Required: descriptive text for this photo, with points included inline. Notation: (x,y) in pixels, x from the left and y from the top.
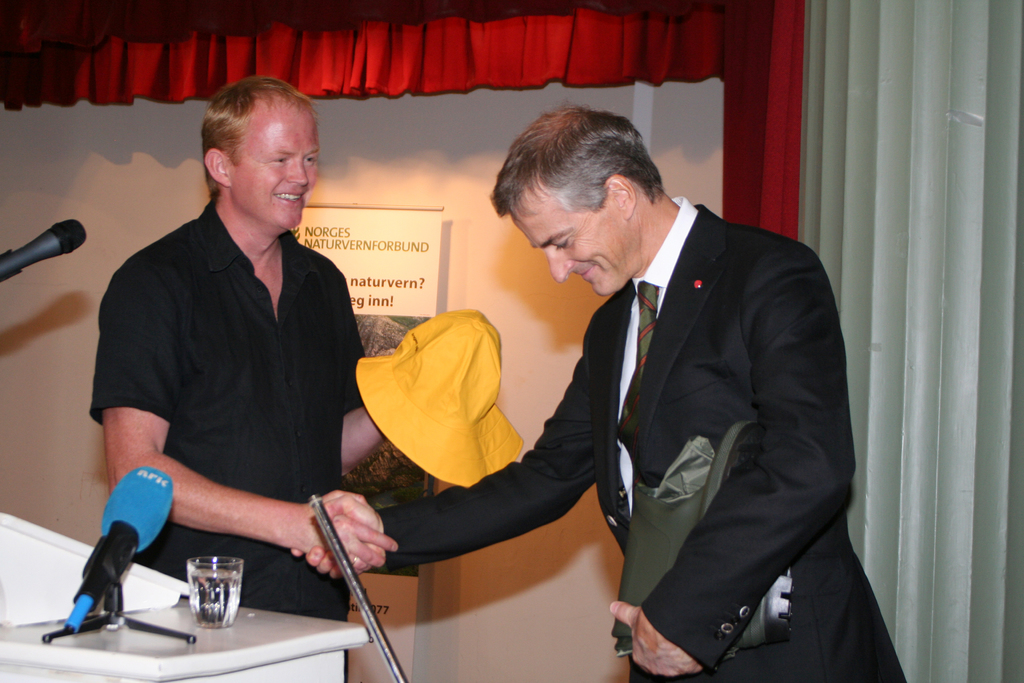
In this image there are two persons (297,361) in which one of them holds a cap (375,381) and the other is holding an object (630,568), there is a table (228,643), on the table (179,585) there are two microphones (126,546) and a glass (228,623) with water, behind them there is a poster (414,273), a curtain cloth (325,53) and the wall (471,106).
